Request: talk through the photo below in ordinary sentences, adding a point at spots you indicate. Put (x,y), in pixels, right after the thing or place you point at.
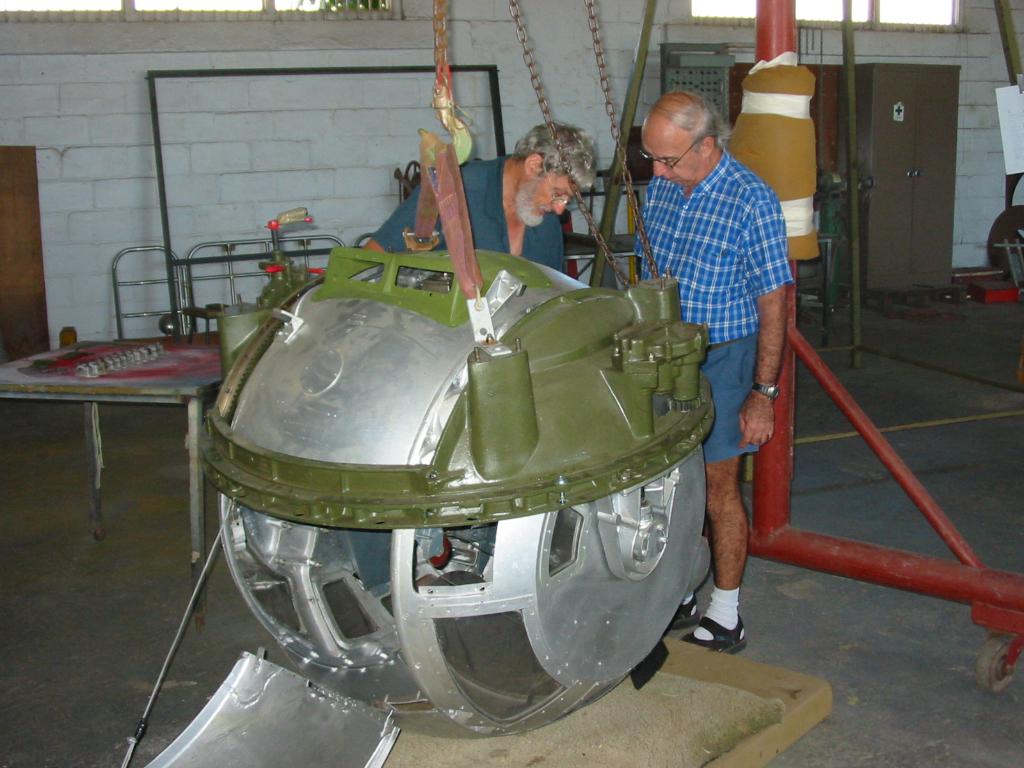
In this image in the front (487,541) there is an object (532,530) which is green and silver in colour and in the center (680,269) there are persons (535,182) standing. In the background (928,184) there is an almirah (911,186) and there are rods (167,280), there is a wall (368,145) and there are windows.
